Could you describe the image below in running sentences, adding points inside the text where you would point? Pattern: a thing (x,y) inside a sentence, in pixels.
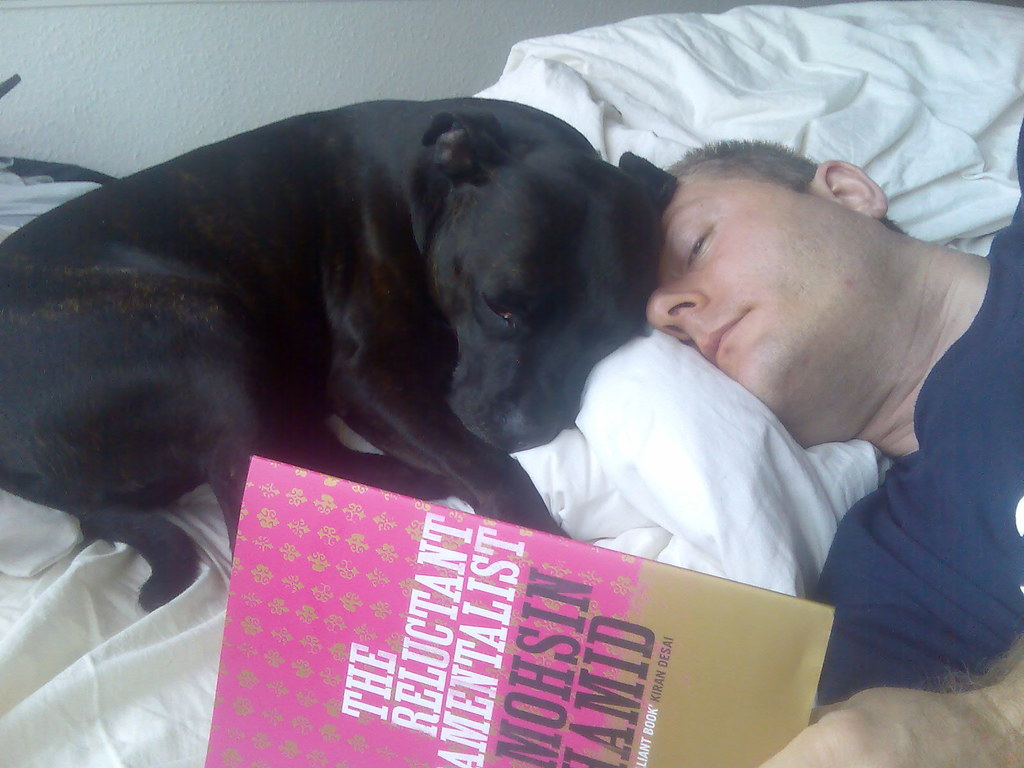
In this picture we can see a man (754,230) is sleeping on the bed (554,102), and here is the book (533,605), and dog (287,325) on it, and at back (138,60) here is the wall (135,73).
